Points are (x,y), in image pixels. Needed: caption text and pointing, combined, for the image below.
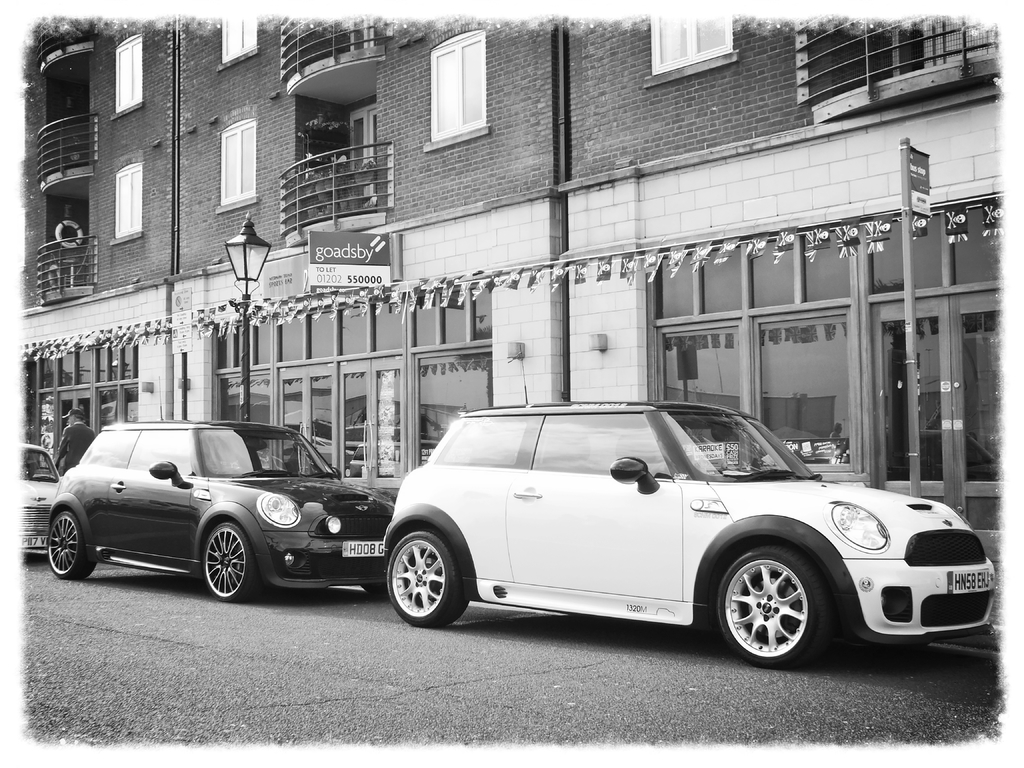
This image is a black and white image. This image is taken outdoors. At the bottom of the image (204,678) there is a road (204,663). In the background (339,230) there is a building (472,144) with walls (472,144), windows (243,187), railings (308,179), balconies (378,168) and door (377,394). There is a board (347,257) with a text (362,276) on it. There is a street light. In the middle of the image (663,473) three cars (297,545) are parked on the road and a man (65,469) is walking on the sidewalk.
